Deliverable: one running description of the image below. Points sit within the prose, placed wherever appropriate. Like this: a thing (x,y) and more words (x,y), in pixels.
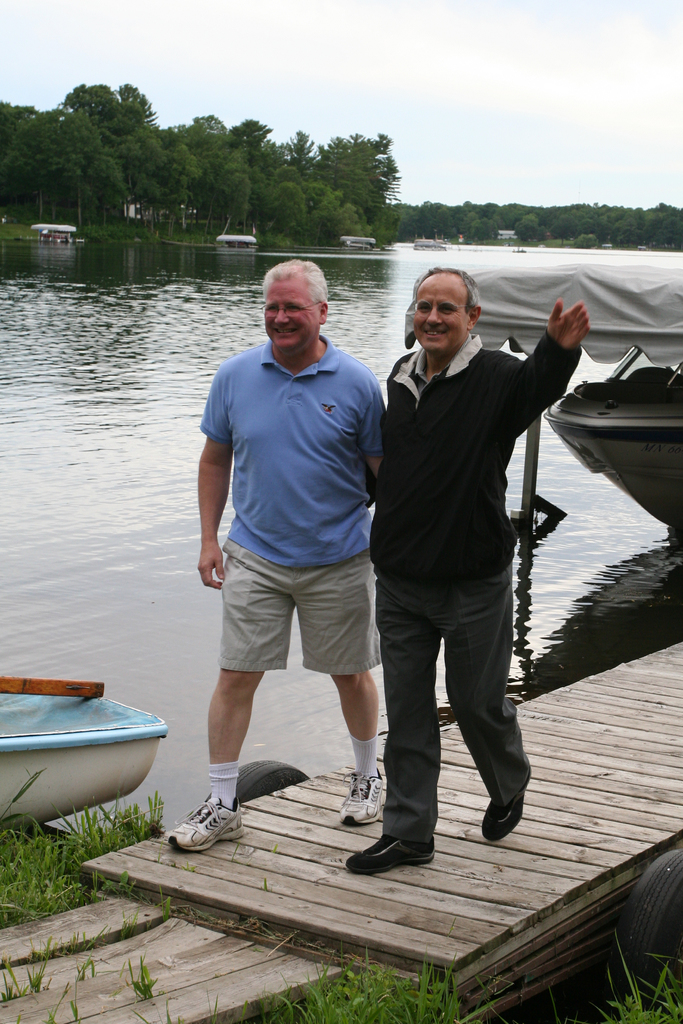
In this picture, we see two men (366,439) are standing on the wooden bridge (301,844). Both of them are smiling and they are posing for the photo. At the bottom (52,835), we see the grass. On the left side (32,739), we see a boat (76,752) in white and blue color. Behind them, we see a boat (634,424). In the middle (371,343), we see water (213,278) and this water (345,278) might be in the lake (357,253). There are trees (158,213) and the boats (62,244) in the background (399,211). At the top (682,206), we see the sky (440,120).
